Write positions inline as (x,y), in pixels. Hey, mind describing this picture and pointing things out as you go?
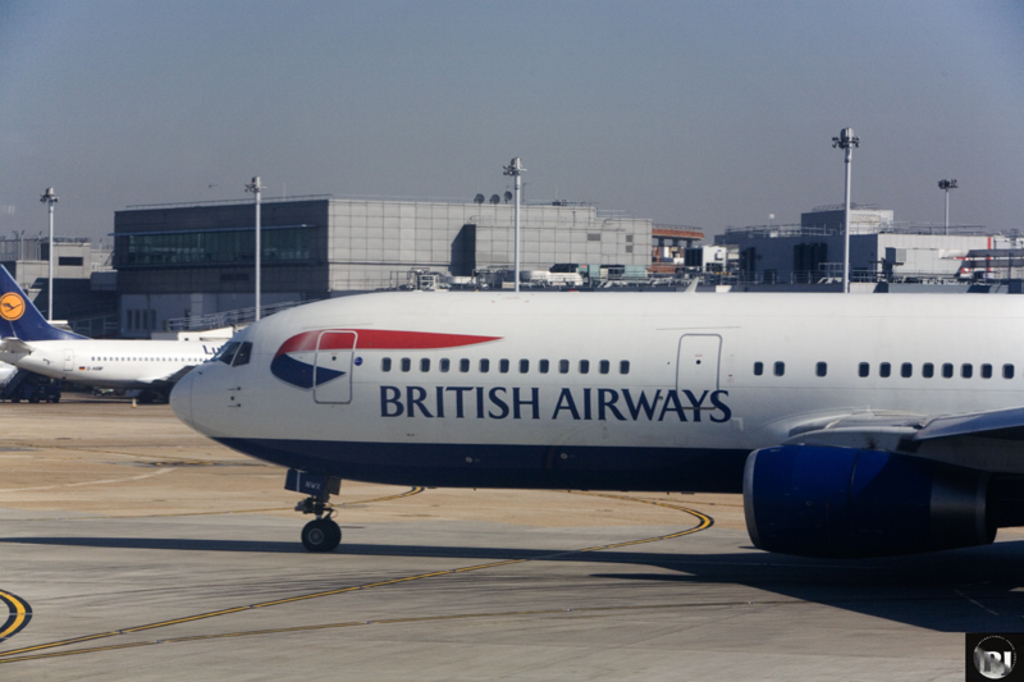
In this image we can see a few airplanes (454,362), there are some buildings (374,223), grills (430,267) and poles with lights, in the background (505,90) we can see the sky (414,72).
